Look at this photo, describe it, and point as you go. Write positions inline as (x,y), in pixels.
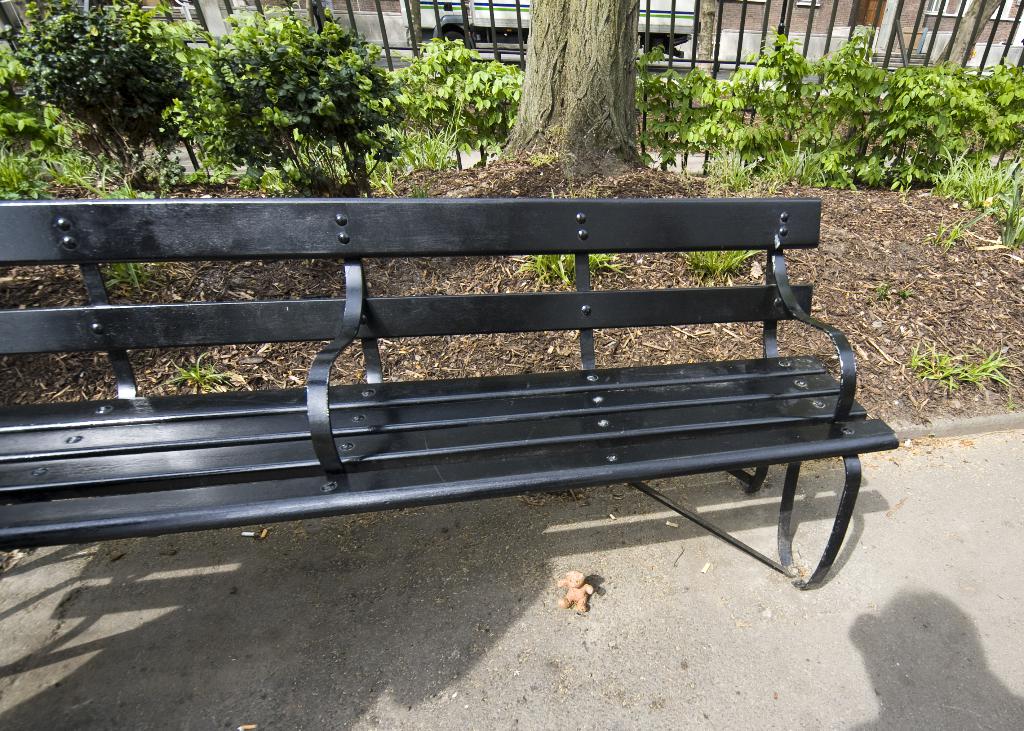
In this image, I can see an iron bench (328,454). These are the bushes (445,103). I can see the tree trunk (613,122). I think these are the kind of barricades (434,39). In the background (450,15), I can see a vehicle (453,27) on the road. I think this is a tiny toy (581,578).
